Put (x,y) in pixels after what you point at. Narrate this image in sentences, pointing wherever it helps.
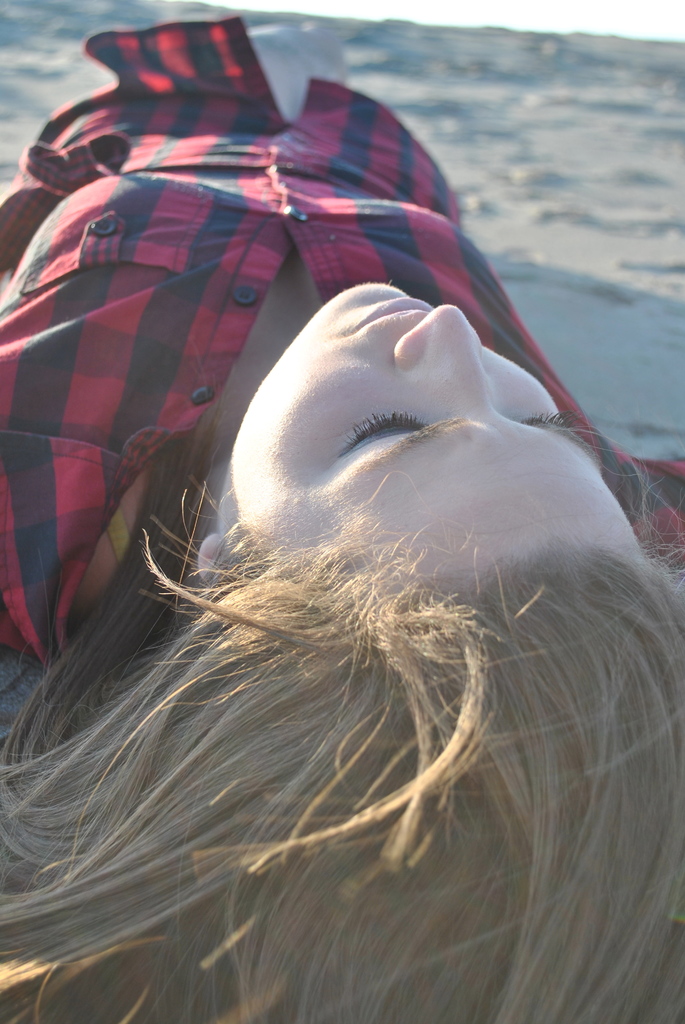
In this picture there is a girl (257,180) in the center of the image (330,388), she is lying on the sand (18,4).
